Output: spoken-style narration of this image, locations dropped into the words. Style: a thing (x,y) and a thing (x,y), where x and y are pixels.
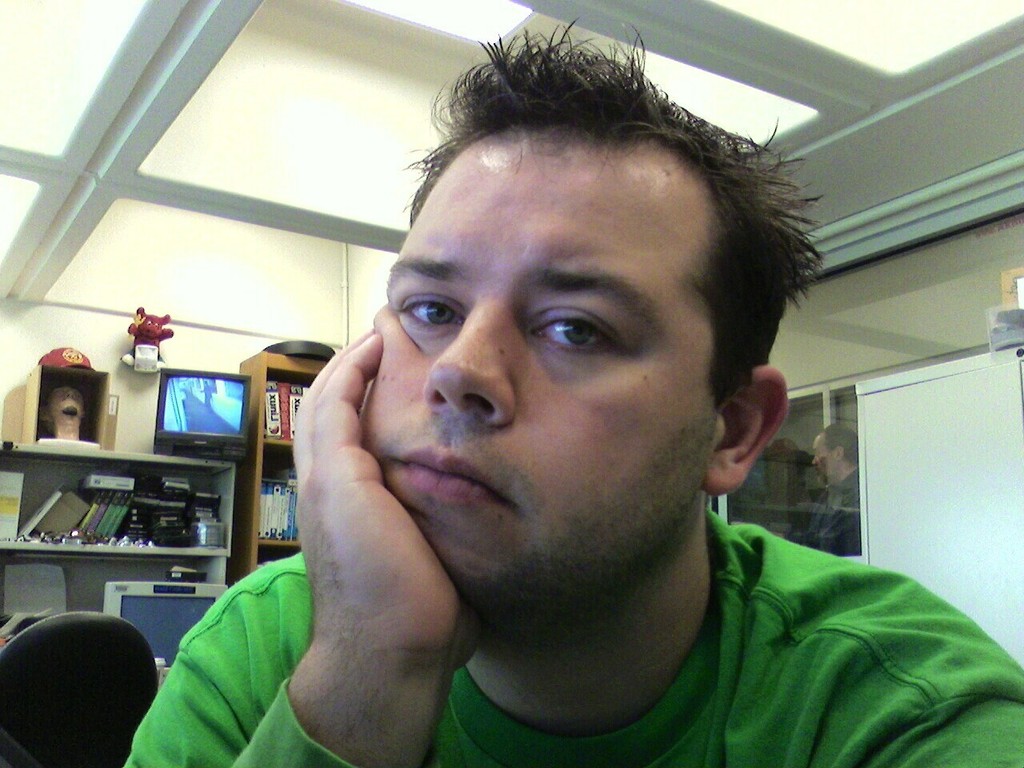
In this image, I can see the man (604,628) with a green T-shirt (470,684). This looks like a chair (89,701). Here is a television (172,434) with the display (186,422). These are the books (115,517), toy (79,431) and few other things (120,537). This looks like a monitor (163,603). I can see the books (275,387), which are placed in the bookshelf (255,409). This looks like a toy (149,365) which is attached to the wall (121,334). I think this is a ceiling (819,33). In the background (807,527), that looks like a glass door (813,401). I can see a person (838,500) standing.
